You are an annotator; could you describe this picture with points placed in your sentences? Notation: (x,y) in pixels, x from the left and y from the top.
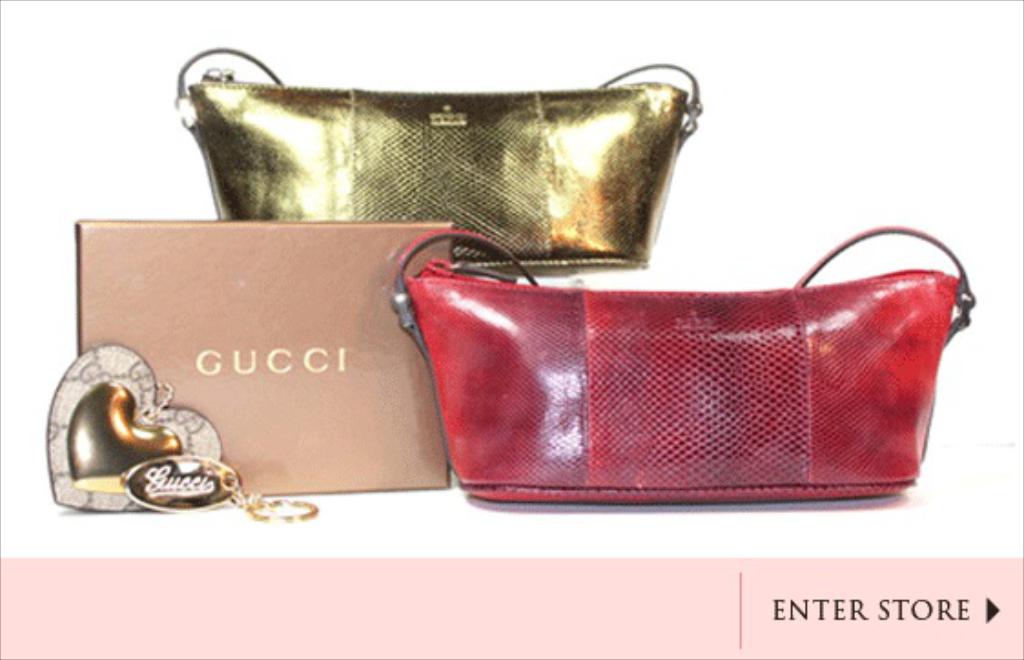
It is a screen shot from an online website, there are two bags (502,163) of gucci company, one is red, another is gold, below there is an option (824,608) like enter store, it is a image from an online website.
